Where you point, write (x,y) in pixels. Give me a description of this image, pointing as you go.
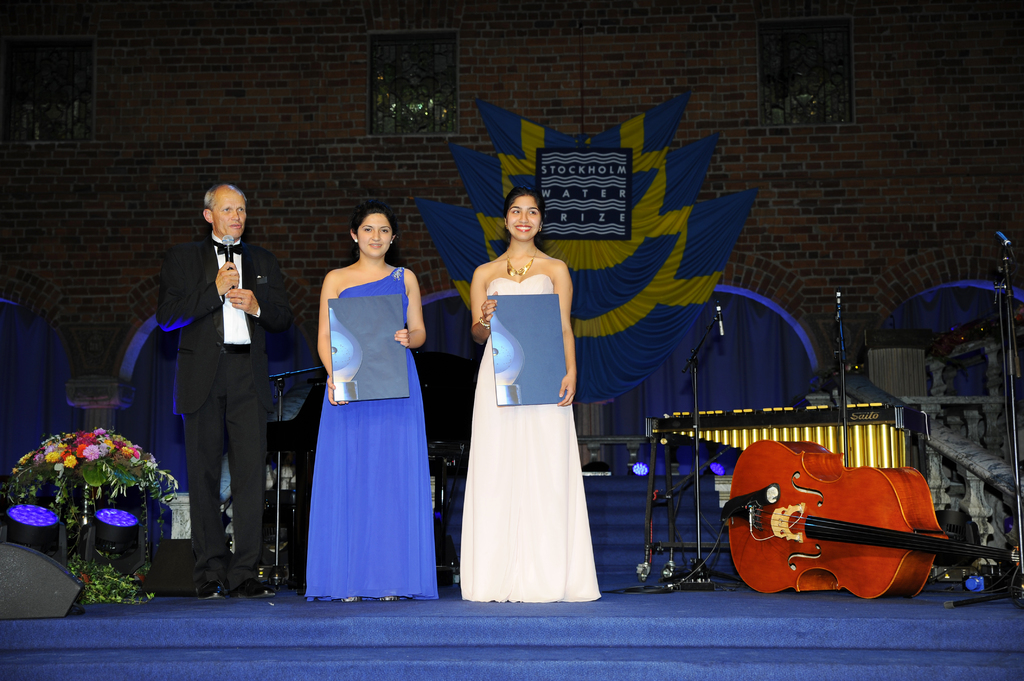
These three persons (244,249) are standing. This person (243,277) holding microphone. We can see double bass (760,514), microphones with stand (1017,365), piano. On the background (612,78) we can see wall (492,71), banner (649,279).
